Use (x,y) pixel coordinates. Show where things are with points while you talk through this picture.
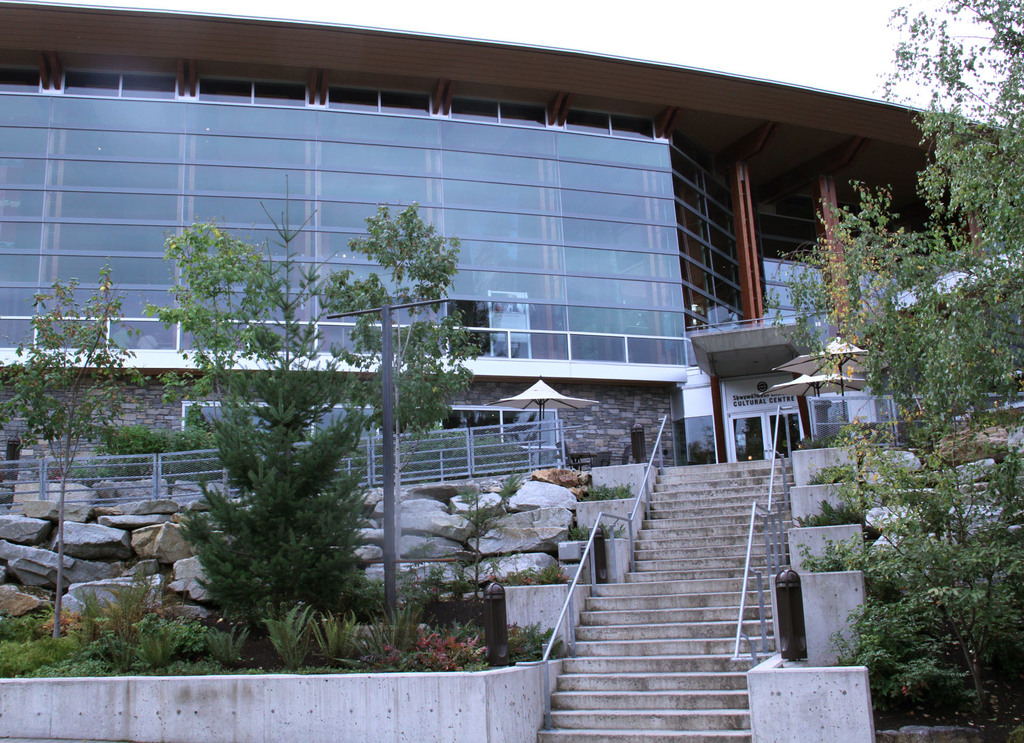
In the center of the image (647,407) we can see a building (736,381), door (755,424), tents (846,381), fencing (549,447), stairs (680,658), rocks (509,507), trees (376,339), pole (378,308) are present. At the top of the image (726,35) sky (724,14) is there.
